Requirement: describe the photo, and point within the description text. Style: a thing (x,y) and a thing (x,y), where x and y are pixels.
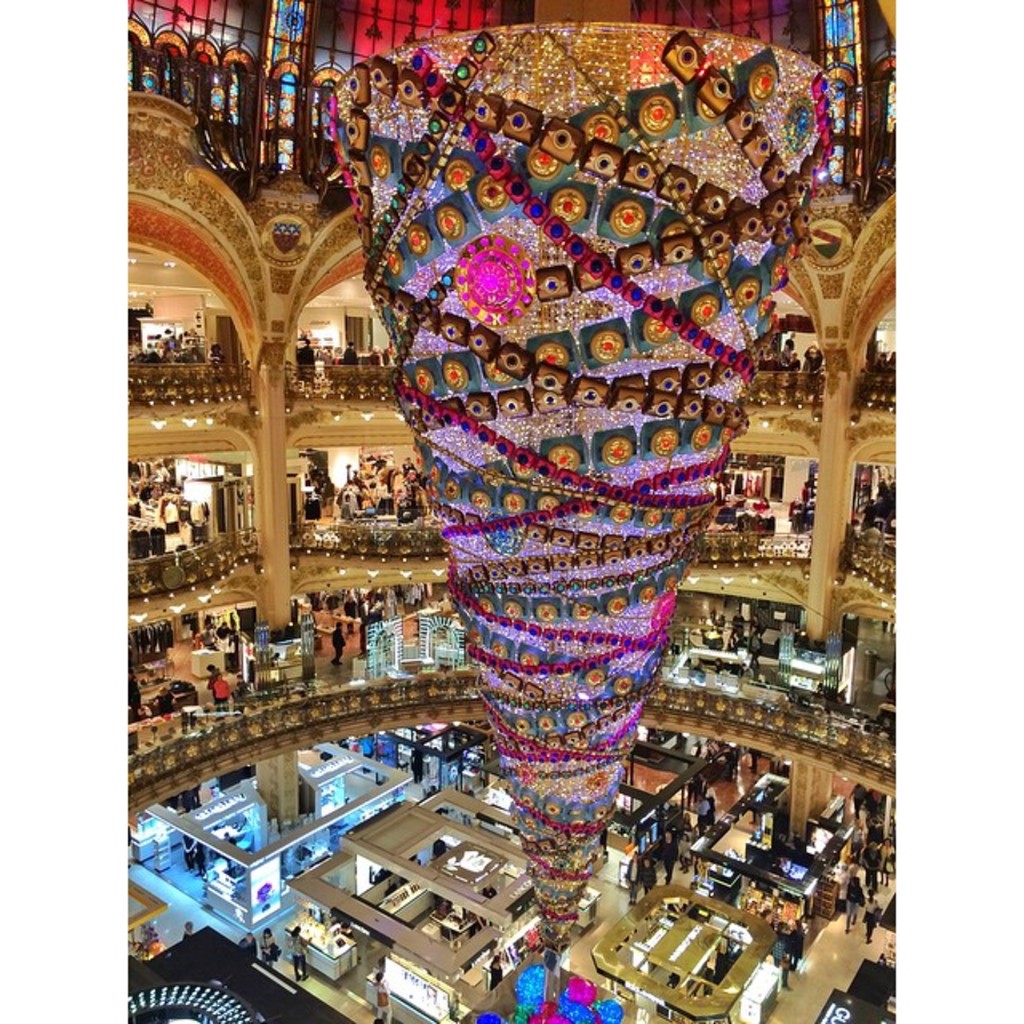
In this picture we can see an inside view of a building (310,430), we can see railings (240,733) here, there are some people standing here, at the bottom (674,860) we can see some people (786,933), there are some stores (411,898) here, we can see decorative things (599,844) here.
